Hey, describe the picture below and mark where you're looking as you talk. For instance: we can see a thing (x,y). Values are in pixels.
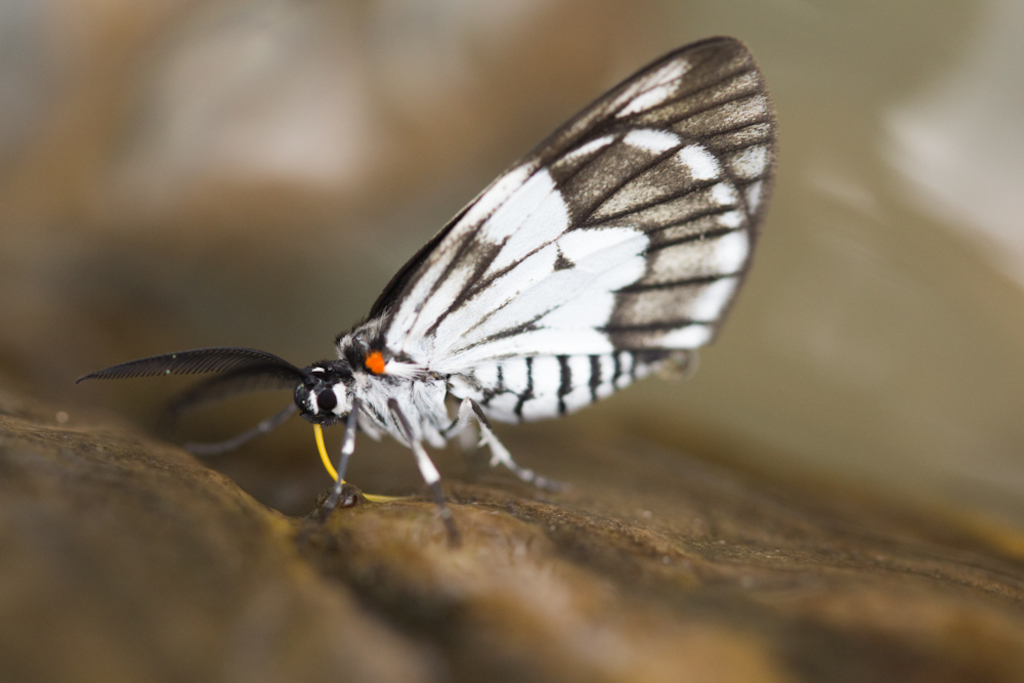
Here we can see a butterfly (421,412). Background (727,2) it is blur.
